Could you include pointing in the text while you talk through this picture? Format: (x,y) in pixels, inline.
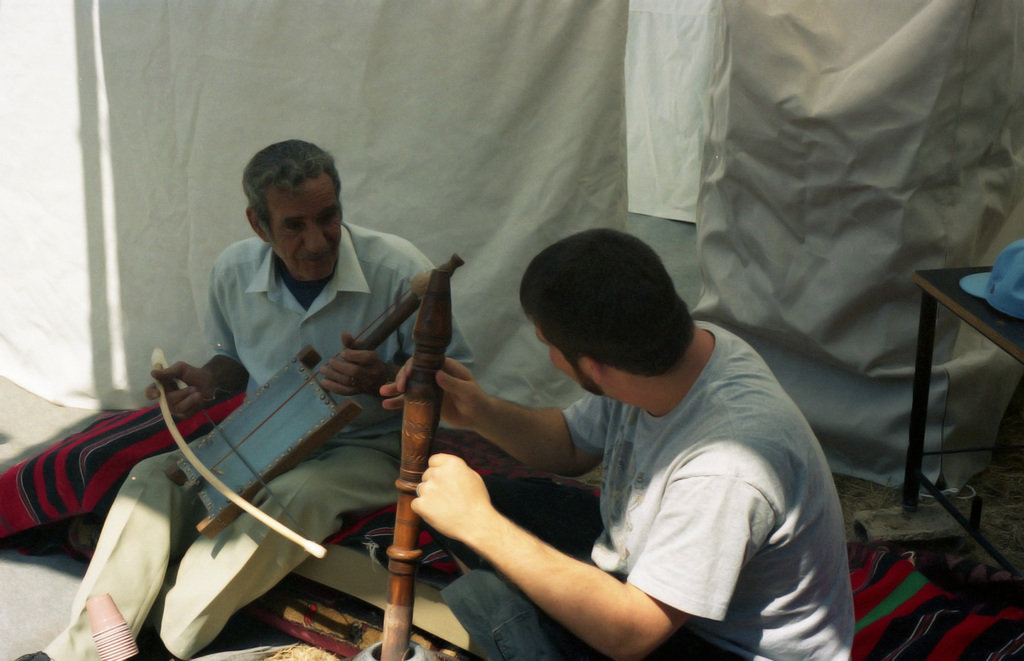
As we can see in the image, there are two people (483,425) sitting and holding musical instruments (316,419) in their hands (432,485). Behind them there is a white color cloth (578,126).
